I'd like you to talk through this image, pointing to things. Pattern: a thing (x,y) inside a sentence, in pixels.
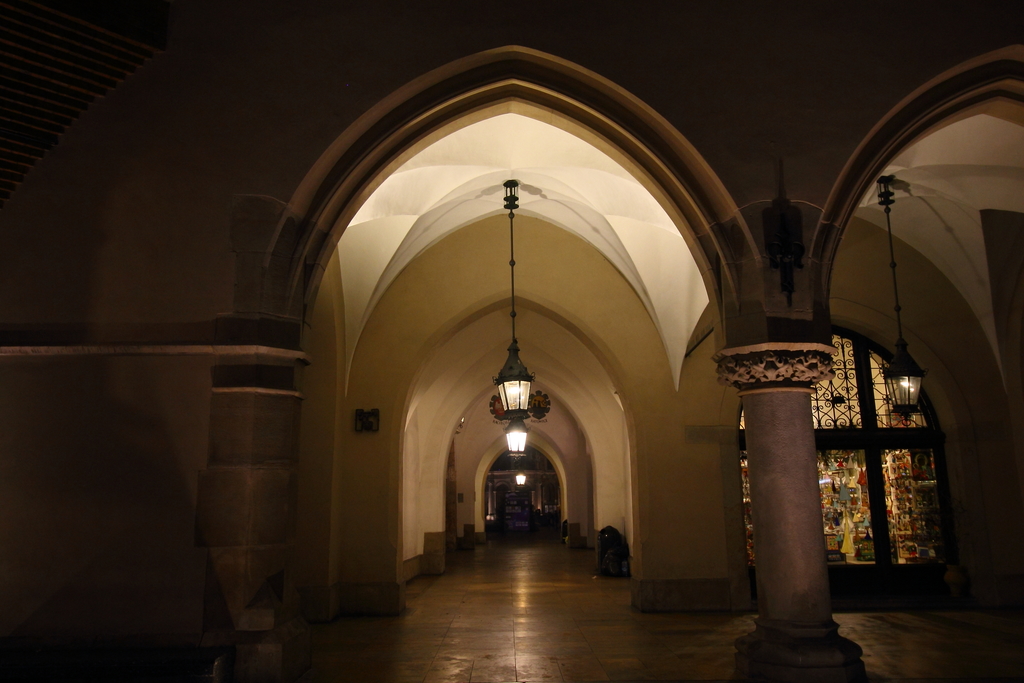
The picture is clicked inside a building (294,413). On the background (569,432) there are arch like structure (407,221). From the roof (616,263) lights (526,392) are hanged.
